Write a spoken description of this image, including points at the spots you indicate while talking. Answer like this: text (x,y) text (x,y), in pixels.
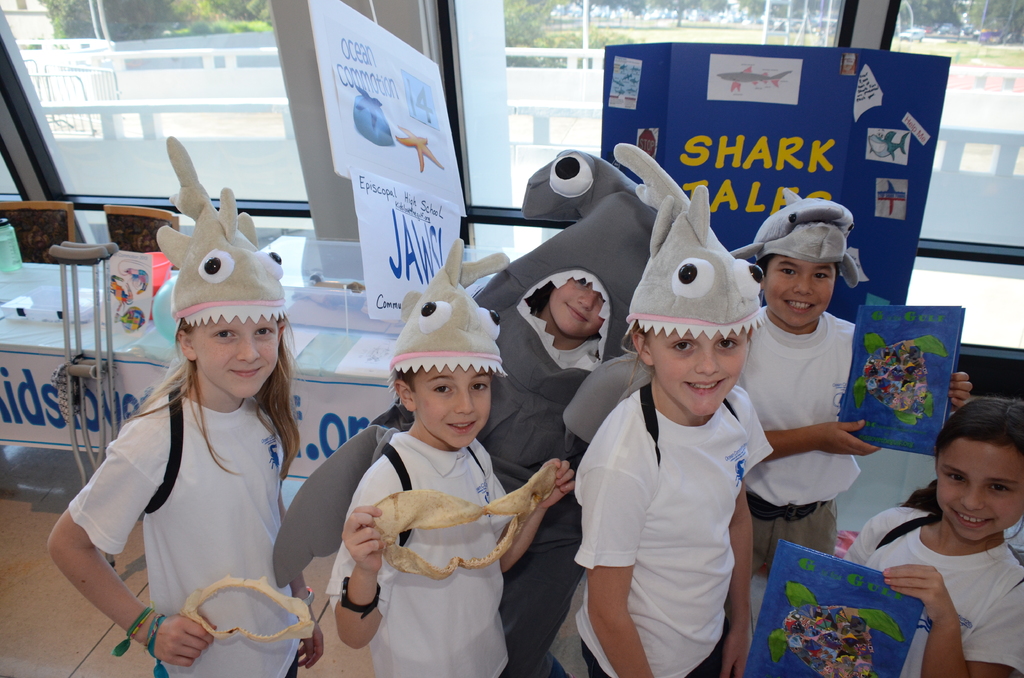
In this image, we can see children (206,438) standing and wearing caps (473,341), we can see a person (579,350) in a shark costume (582,270) and some of them are holding books (846,415) in their hands (839,434). In the background (155,194), we can see hoardings (614,122) and windows (963,96).
